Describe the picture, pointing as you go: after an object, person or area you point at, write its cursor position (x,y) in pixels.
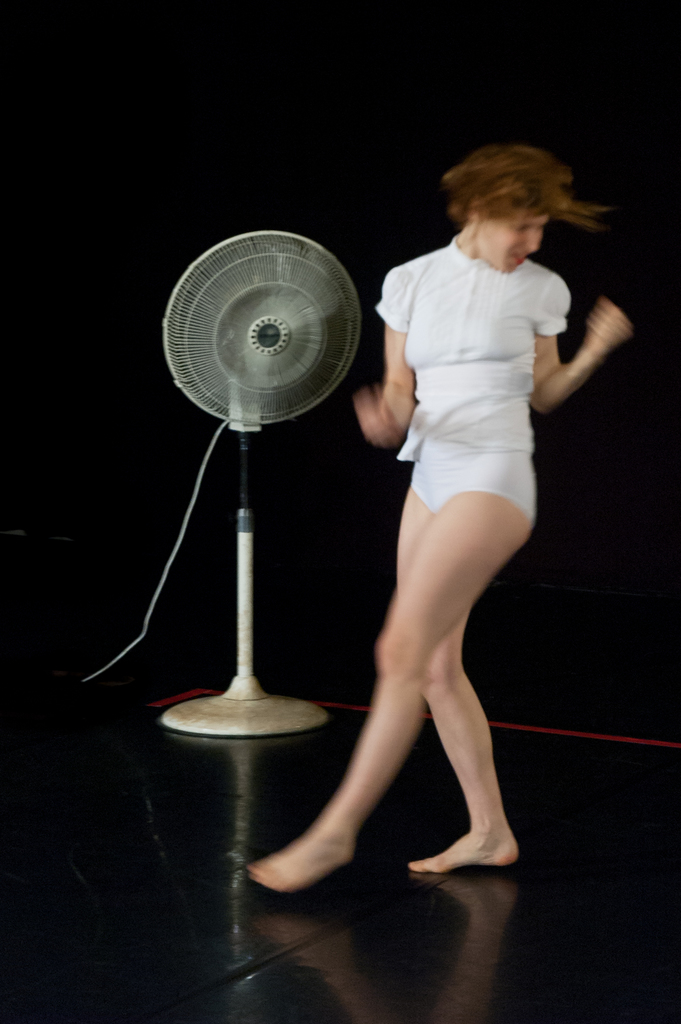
The women (484,330) wearing white clothes (484,330) is dancing and there is a pedestal fan (262,383) beside her.
